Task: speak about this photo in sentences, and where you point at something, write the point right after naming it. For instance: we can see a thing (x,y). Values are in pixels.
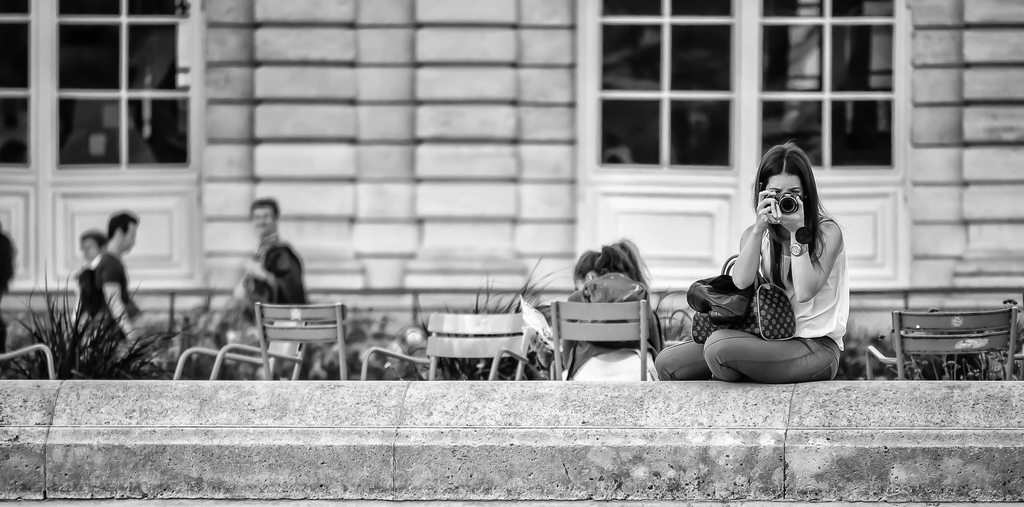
In this image on the right hand side (849,283) we can see a lady (821,282) holding a camera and we can also see doors (70,51), chairs (636,307), people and plants (196,315).
